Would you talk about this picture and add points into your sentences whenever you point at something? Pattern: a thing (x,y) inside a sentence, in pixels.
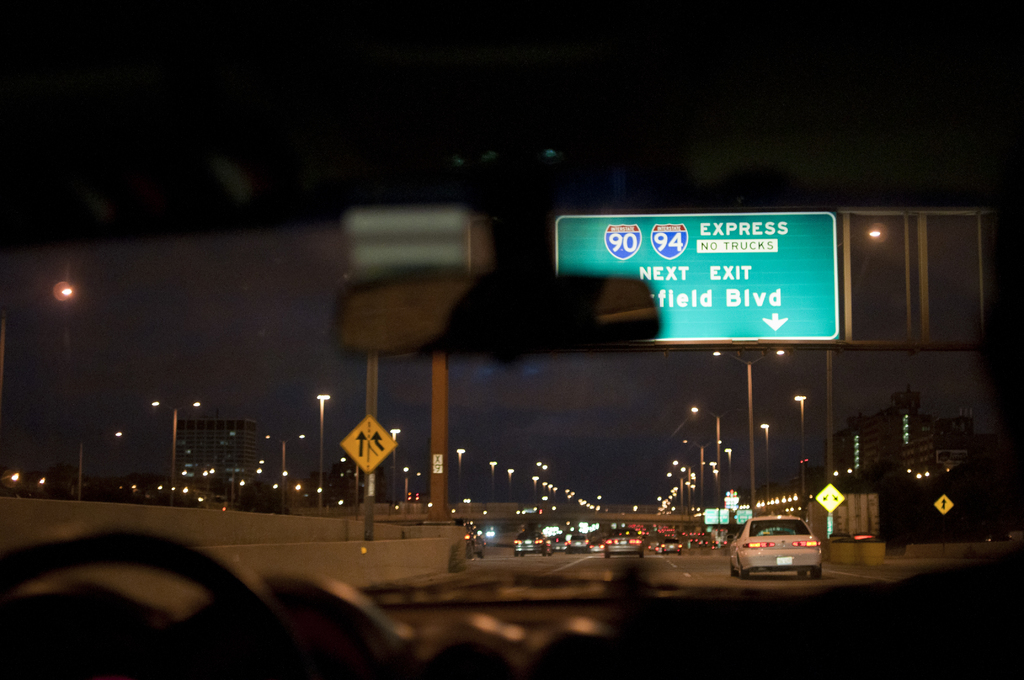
In the picture we can see a main road (643,564) on it, we can see some vehicles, and besides on the other side, we can see walls (94,506) and poles (926,215) with sign boards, street lights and in the background (30,307) we can see a sky (39,296).
